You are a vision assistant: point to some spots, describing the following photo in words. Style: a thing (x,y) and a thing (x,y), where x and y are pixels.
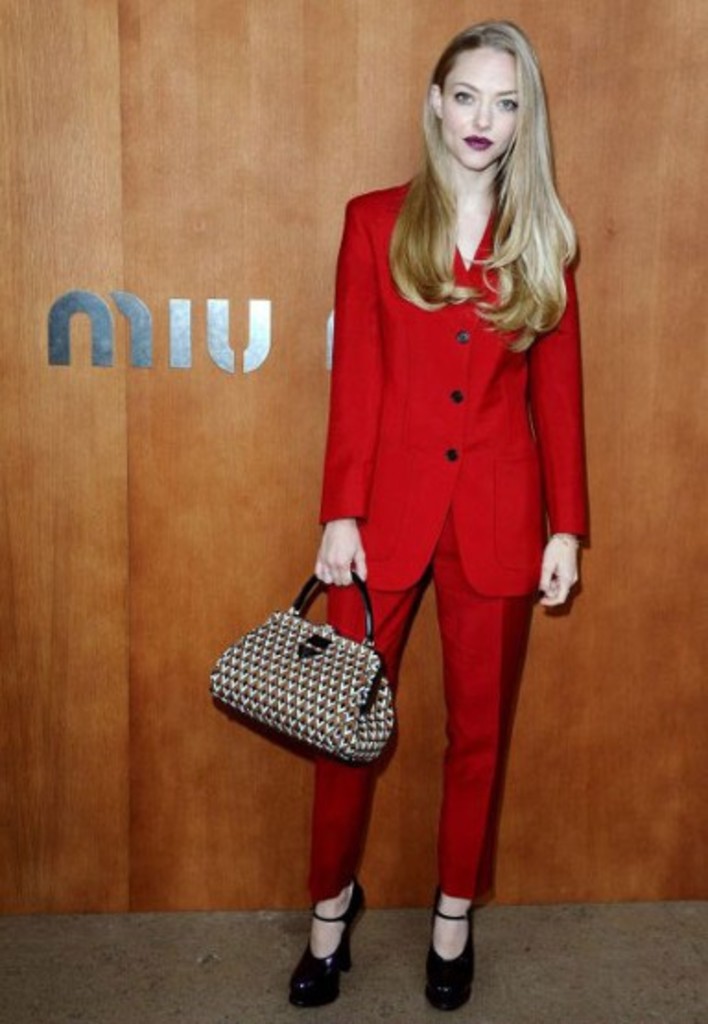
In this image there is a woman (507,39) wearing a red color blazer (388,582), catching a leather handbag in her hand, standing near a board (215,358).
